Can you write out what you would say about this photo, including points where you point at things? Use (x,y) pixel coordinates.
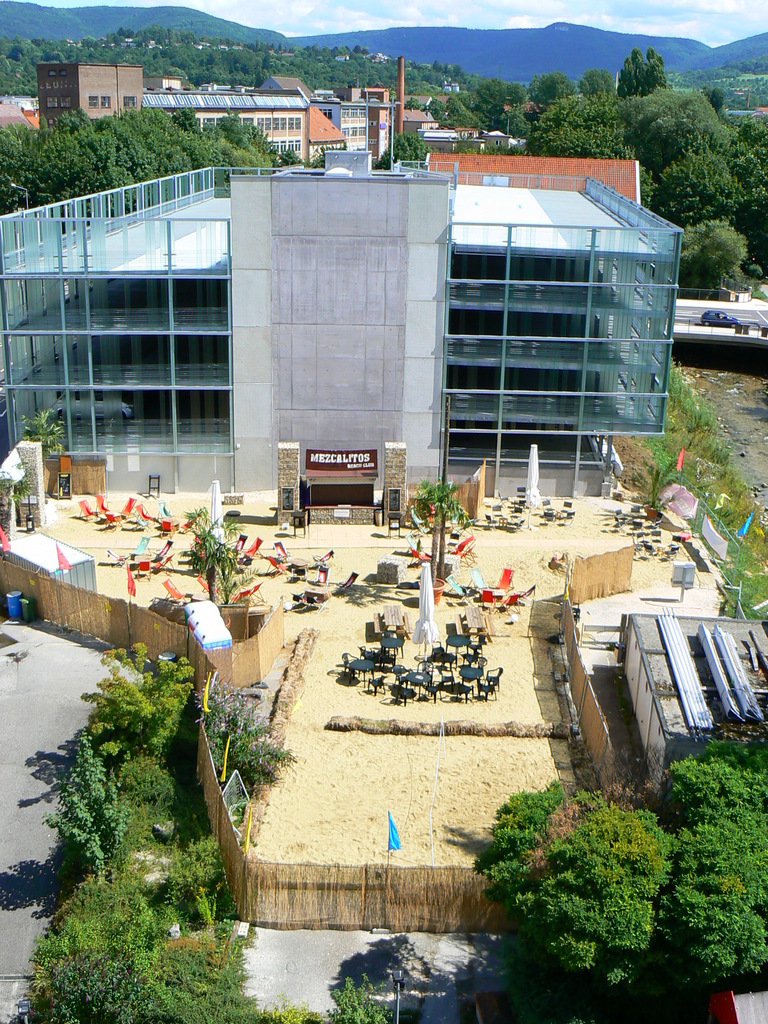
In this pictures we can see buildings (535,291) and trees (579,935). In-front of this building (333,326) there are chairs (499,679), fence (426,870) and flags (679,466). Far there is a mountain (280,41).
